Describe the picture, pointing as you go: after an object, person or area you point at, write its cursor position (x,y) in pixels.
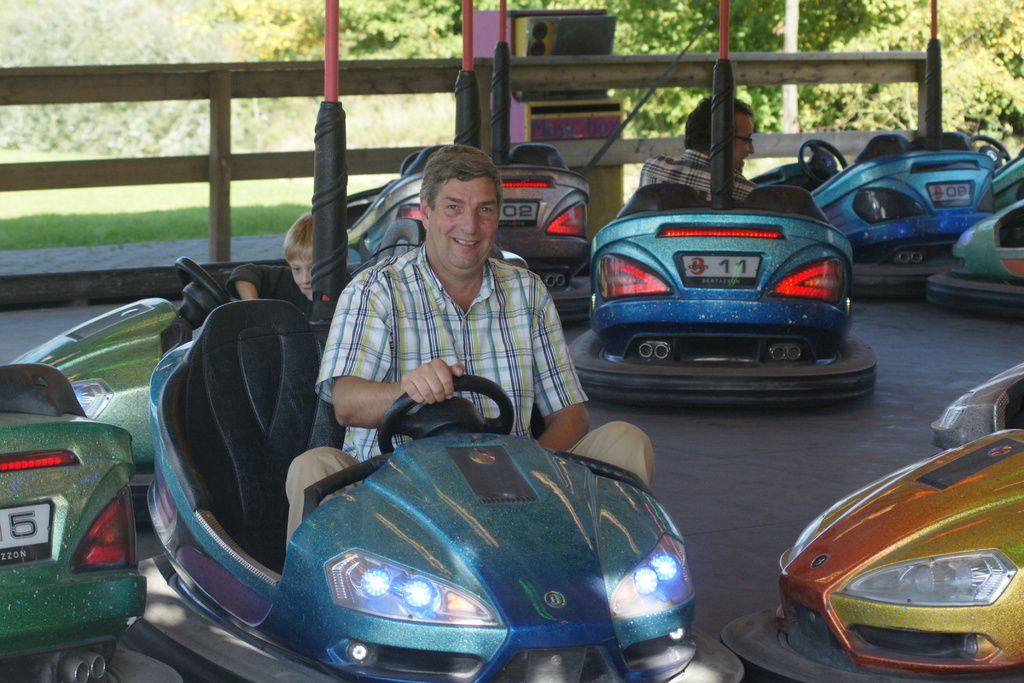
In this image we can see many cars (895,187), so many trees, one machine (600,180) on the surface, some grass (140,228), one wooden fence (127,79), two persons (432,316) and one boy (290,258) driving a toy car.
